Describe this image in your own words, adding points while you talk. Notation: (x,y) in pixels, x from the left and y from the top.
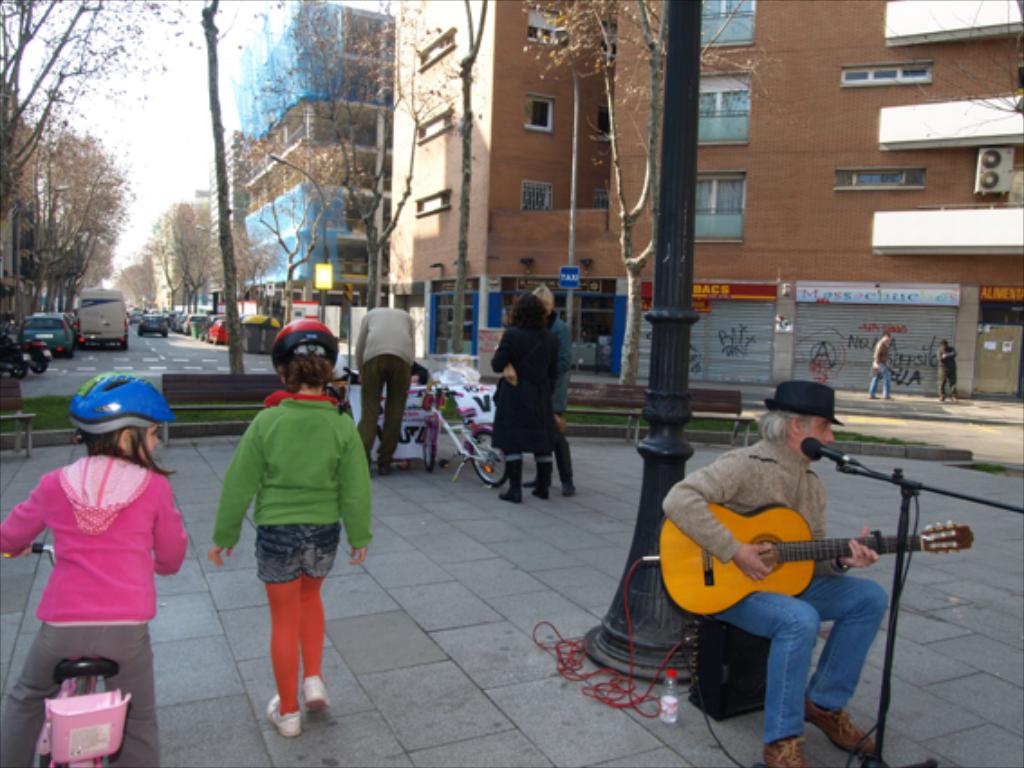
there is a man (869,743) sitting in front of a pole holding a guitar (958,545) and playing music and the microphone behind them there is a baby girl (138,444) riding a bicycle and a girl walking and at back of him there are few people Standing and a few buildings (729,170) at the back (373,262) and some trees (15,108) and some cars (111,312) parked under the tree (176,248).
